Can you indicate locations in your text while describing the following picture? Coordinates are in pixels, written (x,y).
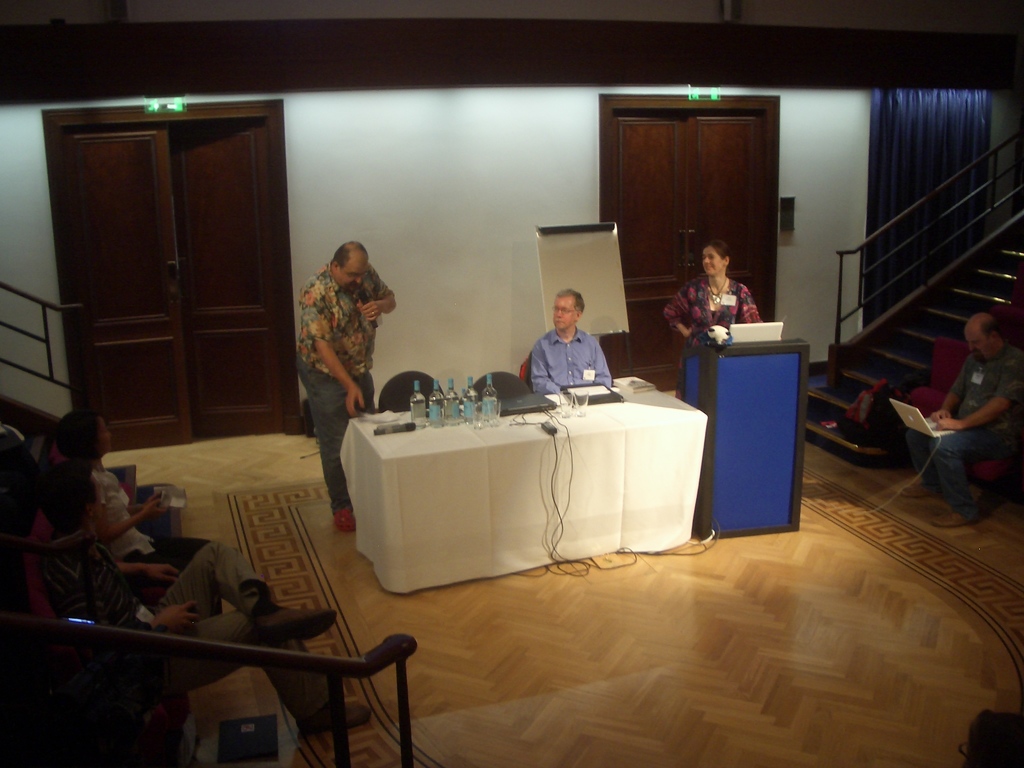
In this picture I can see people (974,374) among them some are sitting and some are standing. This woman (729,317) is standing in front of a podium (743,429). Here we have a table (506,473) on which I can see bottles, white color cloth (502,462) and other objects (542,398) on it. In the background (401,210) I can see a wall (463,237) and wooden doors (233,270). On the right side (871,236) I can see stairs (913,343) and curtains (912,199).
